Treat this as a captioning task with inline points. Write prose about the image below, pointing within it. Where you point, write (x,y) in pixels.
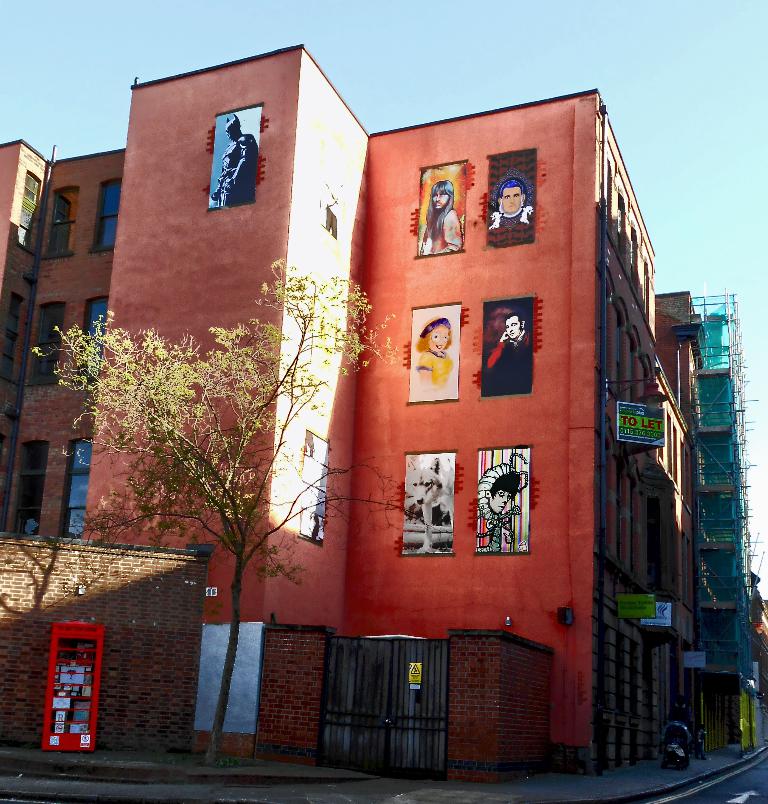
In this picture, we can see a few buildings (352,285), and among them we can see a building (450,270) with images (488,471), we can see posters (630,596) with some text (630,610), house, gate (406,724), pole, tree (225,684), road (727,782) a few people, and vehicle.
